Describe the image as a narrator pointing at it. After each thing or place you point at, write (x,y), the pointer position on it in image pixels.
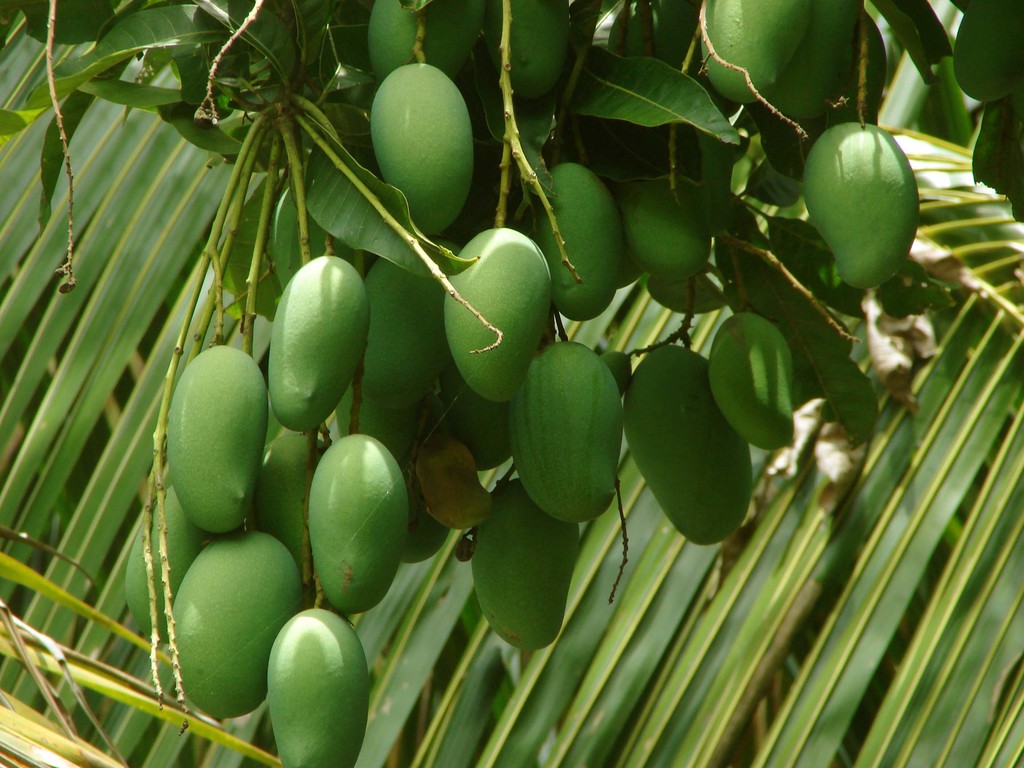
In this picture I can observe mangoes (391,353) hanging to the tree (356,246). In the background (114,347) I can observe coconut leaves (121,439).
